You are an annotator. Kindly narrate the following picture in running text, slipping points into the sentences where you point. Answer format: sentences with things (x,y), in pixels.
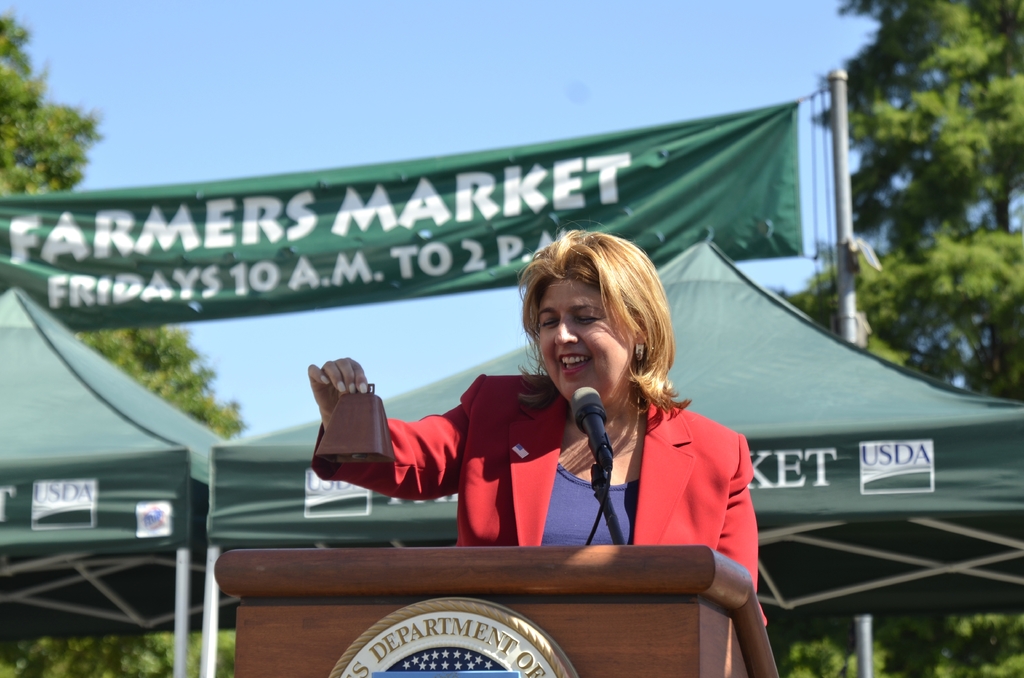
In this picture we can see a woman (497,446) in the red blazer (508,429) and the woman (508,429) is standing behind the podium (566,570). On the podium (464,661) there is a microphone (589,398) and an object (411,638). Behind the women (515,454) there are stalls (20,422) and a pole (841,117) with a banner (294,229). On the left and right side of the banner (447,166) there are trees (865,169). Behind the banner (323,189) there is the sky (320,60).
